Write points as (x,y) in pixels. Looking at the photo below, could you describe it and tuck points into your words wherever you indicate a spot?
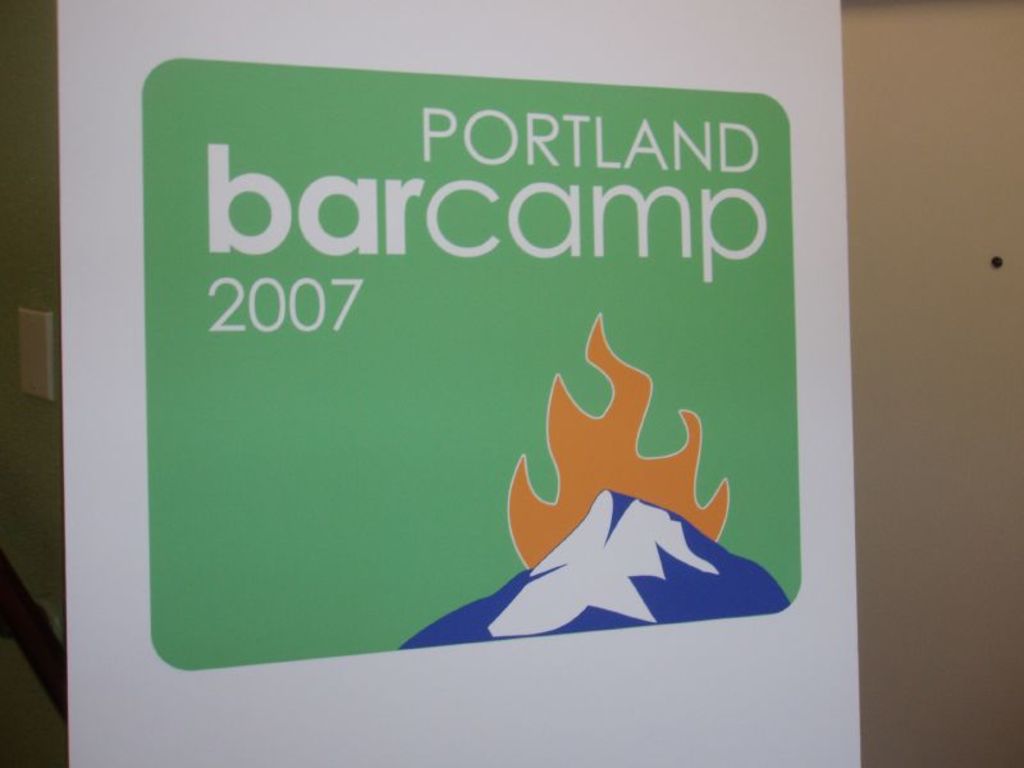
In this image, we can see a banner (826,450) contains a logo (634,576) and some text (388,237).
